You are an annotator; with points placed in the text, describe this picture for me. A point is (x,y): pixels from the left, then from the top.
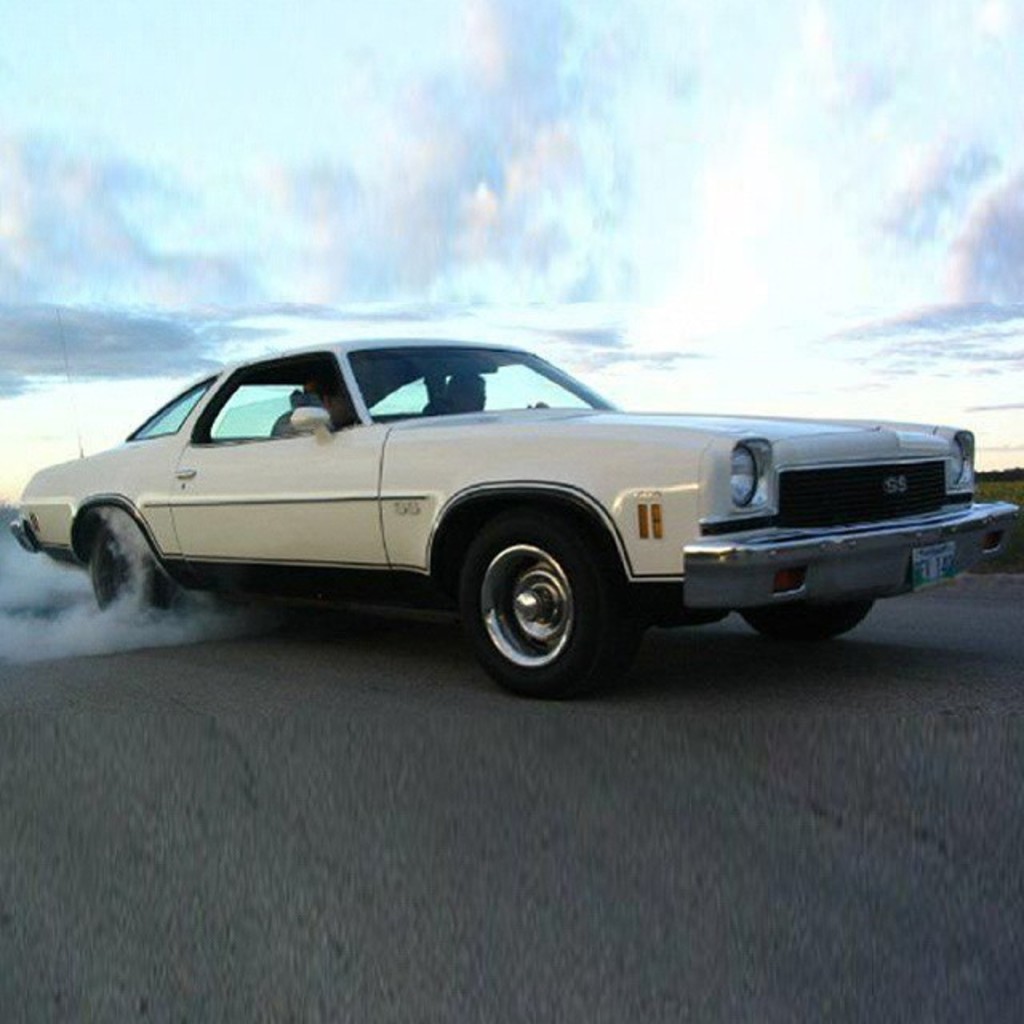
In the picture I can see people (345,418) in the car (357,453). The car (403,499) is white in color. In the background (28,594) I can see the smoke (77,599) and the sky (257,216).
